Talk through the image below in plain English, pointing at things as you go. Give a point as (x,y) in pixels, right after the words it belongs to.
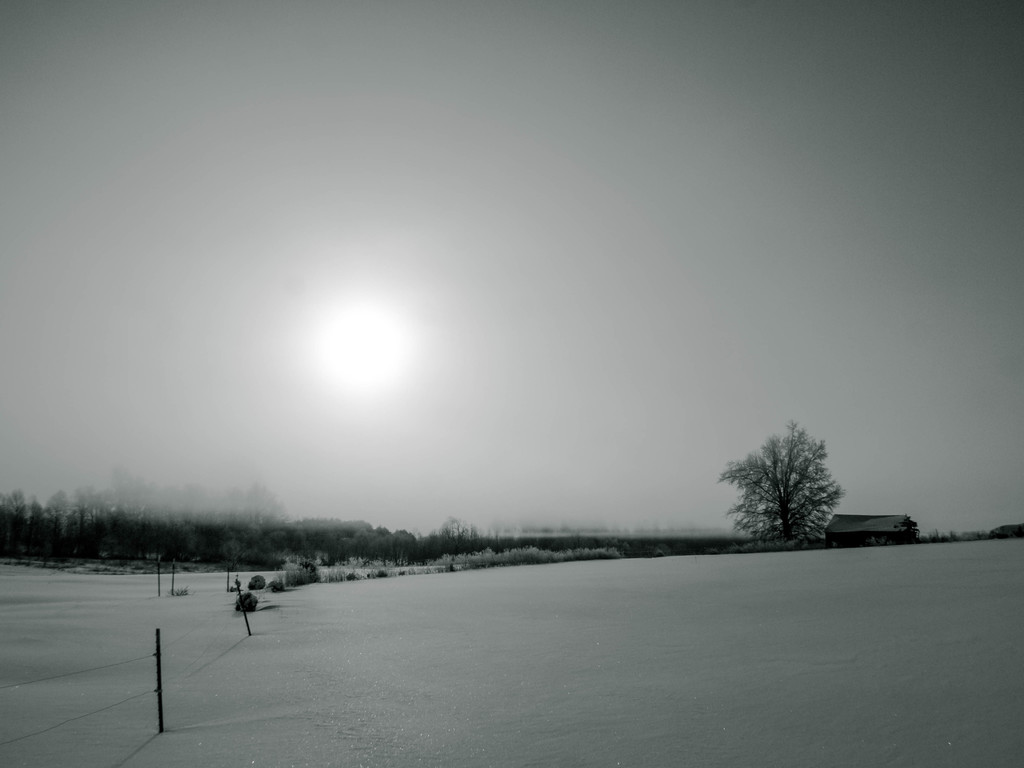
This is a black and white pic. At the bottom (254,625) we can see fencing (102,689) on the ground (141,690) on the left side (139,708). In the background (138,557) we can see trees (628,549), plants (628,549), house (867,534) on the right side (856,545) and sky (419,362).
